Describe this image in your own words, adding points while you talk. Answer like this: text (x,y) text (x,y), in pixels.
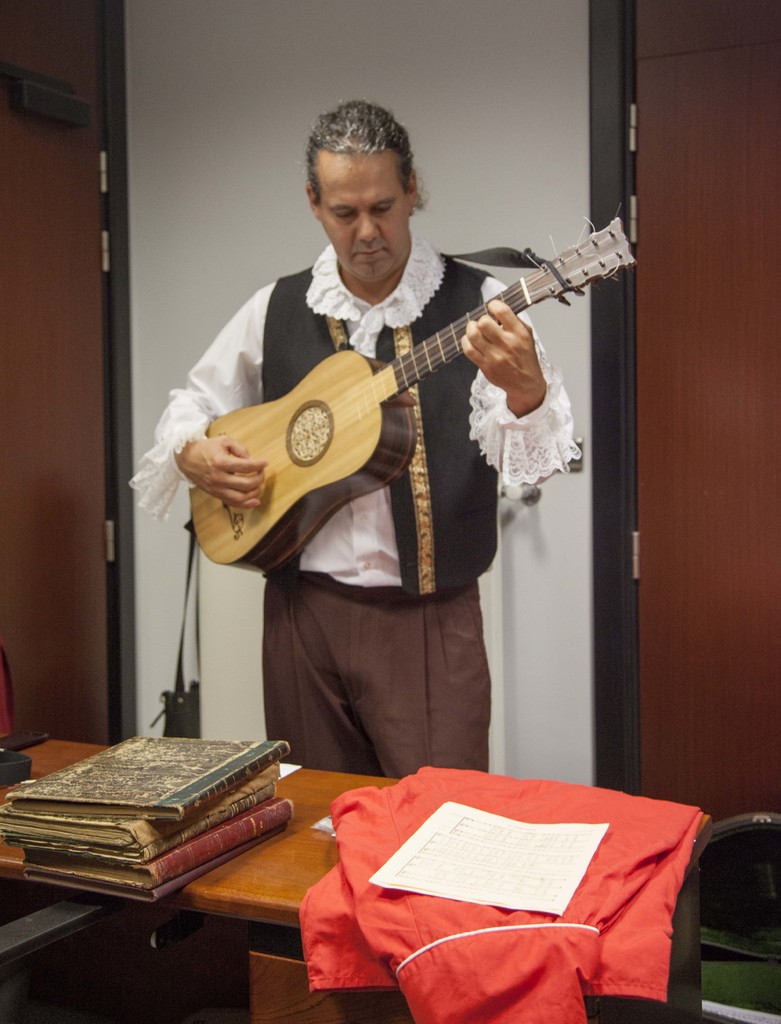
In this picture we can see man (260,291) is standing and playing a guitar (359,466). In front of him we can see books (142,762) and some clothing (498,782) on the table (267,845).
